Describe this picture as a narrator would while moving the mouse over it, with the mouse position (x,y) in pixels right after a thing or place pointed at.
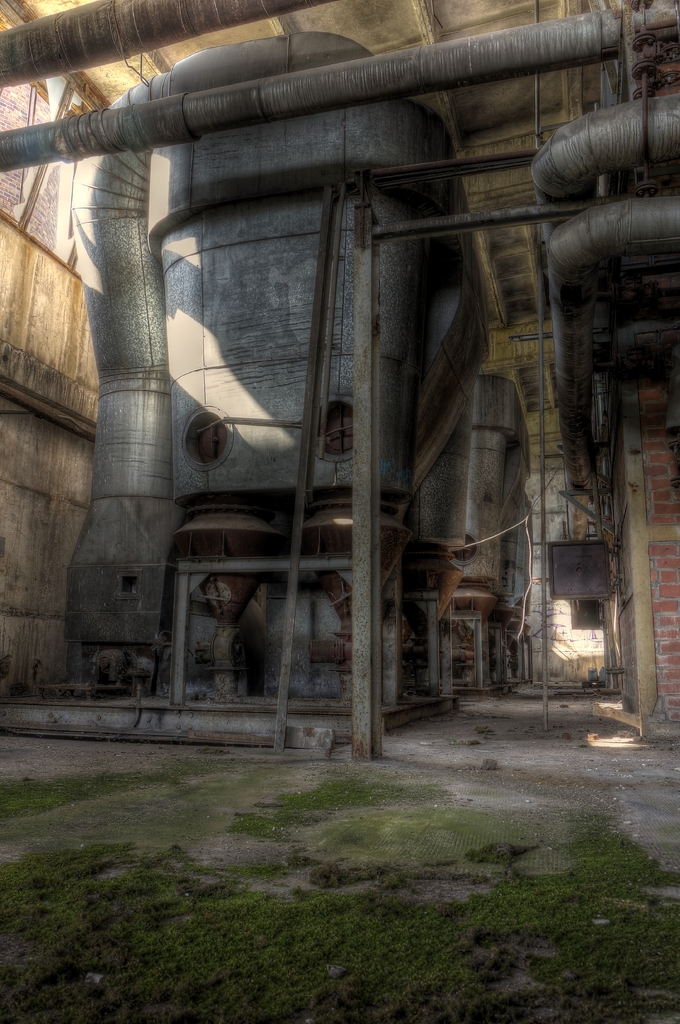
In this image we can see the metal equipments (355,205), on the right (644,462) we can see the brick wall (654,616), on the left (35,195) we can see the windows (45,86), at the bottom (560,924) we can see grass (206,924), floor (506,758), at the top (7,23) we can see the ceiling (605,63).
